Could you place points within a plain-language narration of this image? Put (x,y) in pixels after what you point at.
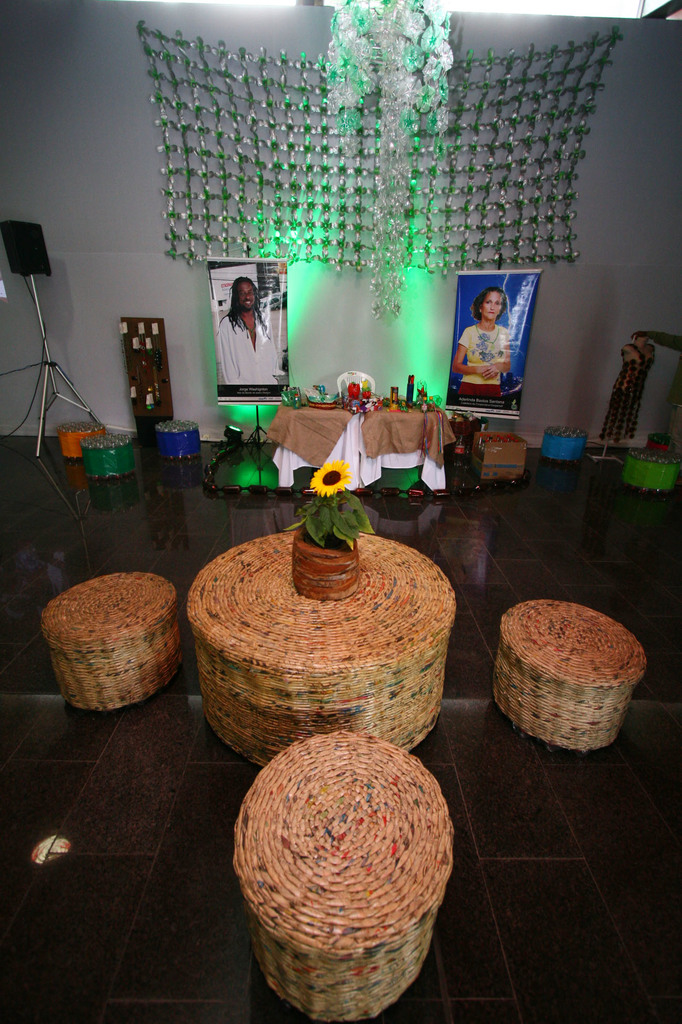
In this image I can see few cane chairs (206,657), in front (345,480) I can see a flower (338,475) in the basket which is in yellow color, background (274,340) I can see two banners (493,374). I can also see few bottles (296,398) on the table (422,409) and the wall (181,258) is in white color.
